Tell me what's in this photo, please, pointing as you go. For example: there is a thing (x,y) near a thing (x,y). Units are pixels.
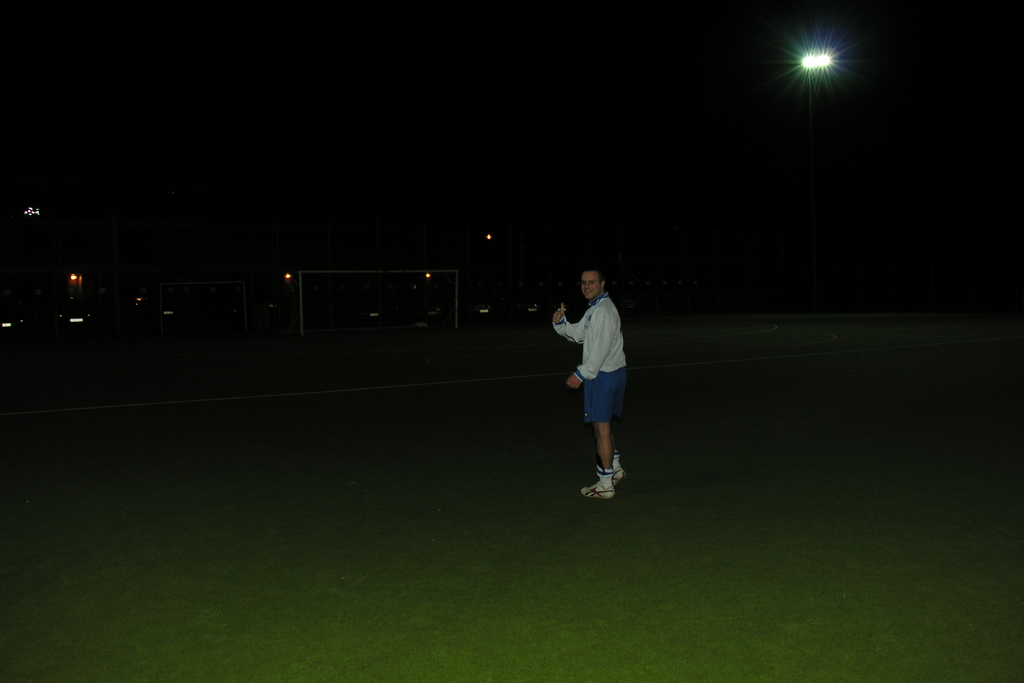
In this image there is a man (606,367) standing on the ground (560,398). Behind him there is a goal post (365,317). This image is taken during the night time. In the background (70,280) we can see there are few lights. On the right side (808,79) top there is a flood light (803,62).
